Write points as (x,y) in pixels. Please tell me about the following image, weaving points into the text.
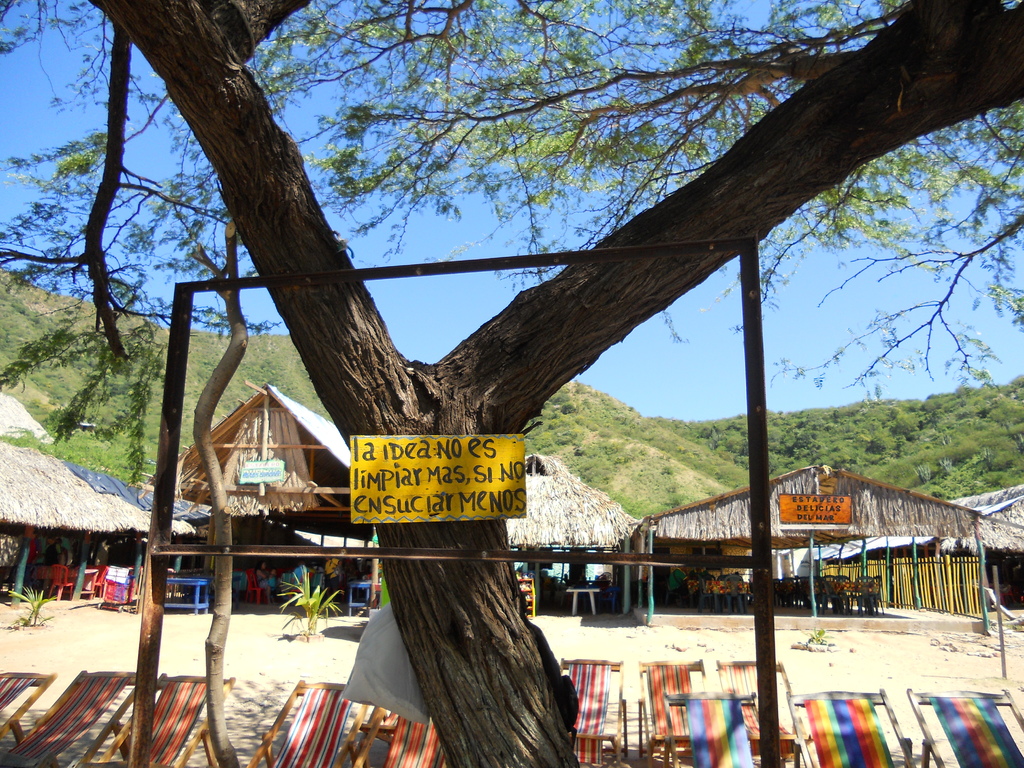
In the image there is a tree (630,331) in the front (476,726) and behind there are chairs (645,707) followed by homes (806,536) and huts (575,534) in the background (569,508) and over the whole background (642,459) there are hills (744,453) covered with trees (33,330) and above its sky (788,302).
